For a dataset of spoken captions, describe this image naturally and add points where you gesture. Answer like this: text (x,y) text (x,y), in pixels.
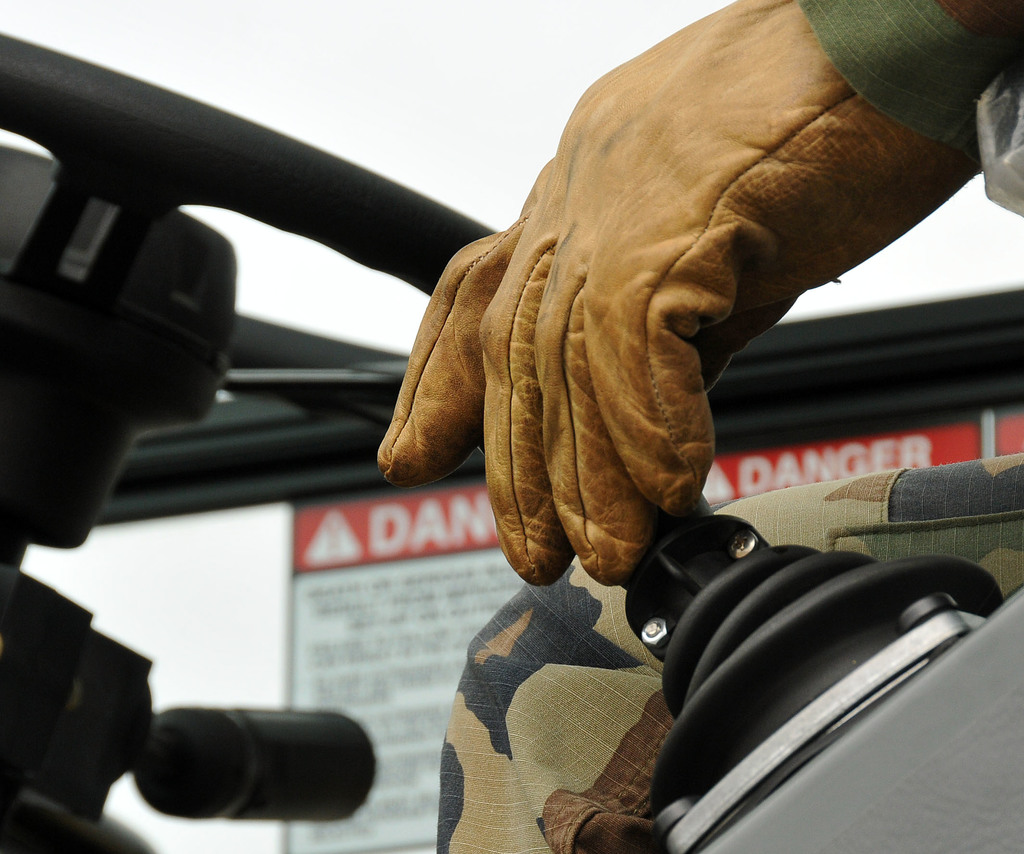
In this image there is a jeep (891,591) in that jeep (749,665) there is a man (843,527) sitting, in the background (706,495) there is a board (918,435), on that board (918,435) there is some text (829,458).
